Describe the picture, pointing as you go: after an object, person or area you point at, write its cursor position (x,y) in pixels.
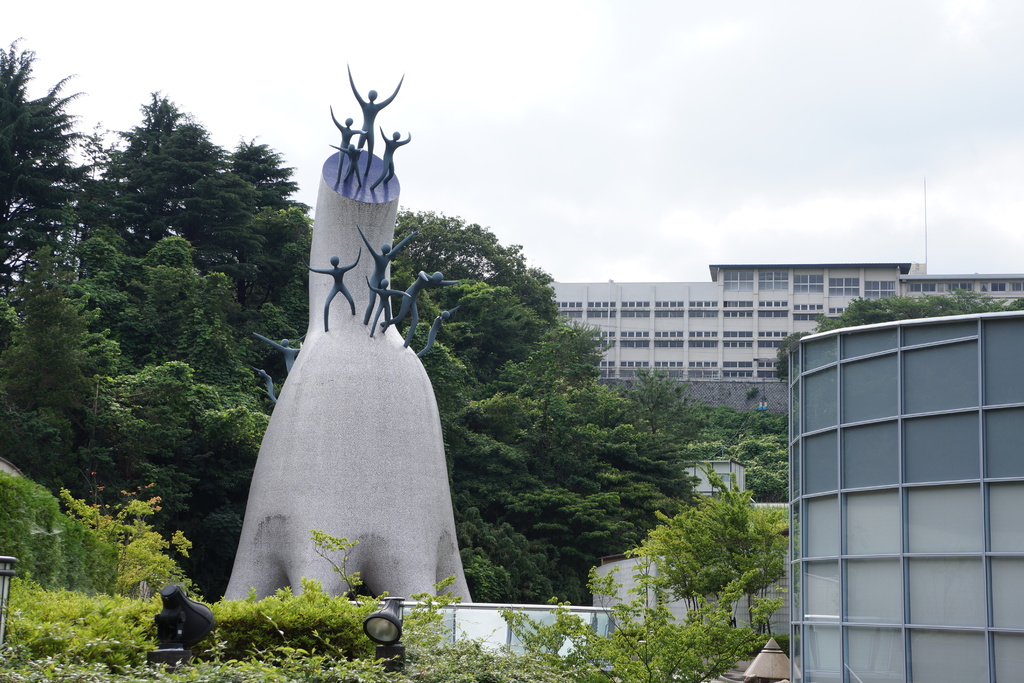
In this image I can see buildings (805,465), trees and plants (277,609). In the background (616,184) I can see the sky (609,151).
